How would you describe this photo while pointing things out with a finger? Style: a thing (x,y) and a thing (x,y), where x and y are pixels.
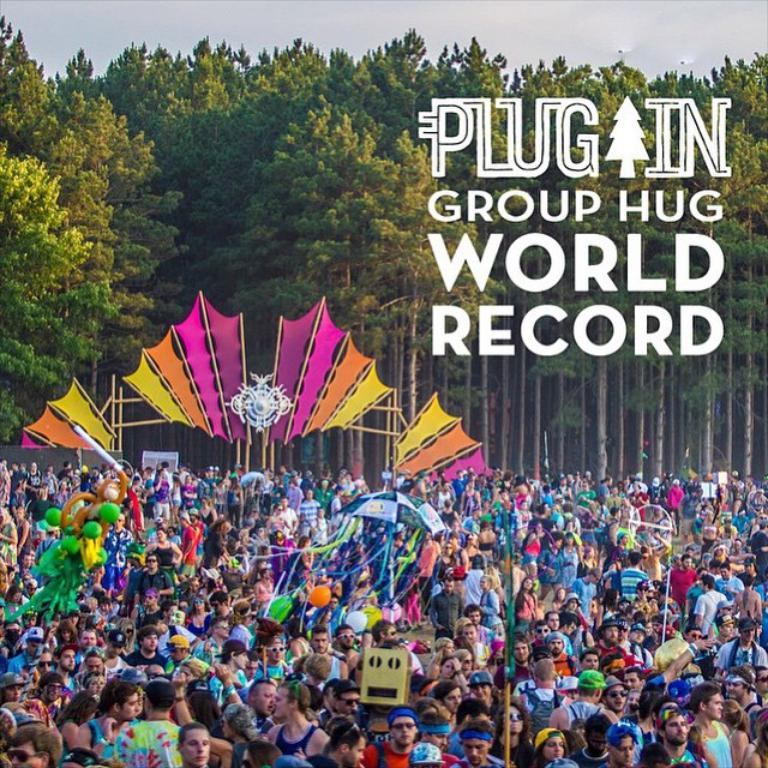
In this image, I can see a group of people (164,704) standing. I think this is a kite (383,491). This looks like a decorative item (241,400), which looks colorful. These are the trees (549,92). I can see the watermark (602,314) on the image.
